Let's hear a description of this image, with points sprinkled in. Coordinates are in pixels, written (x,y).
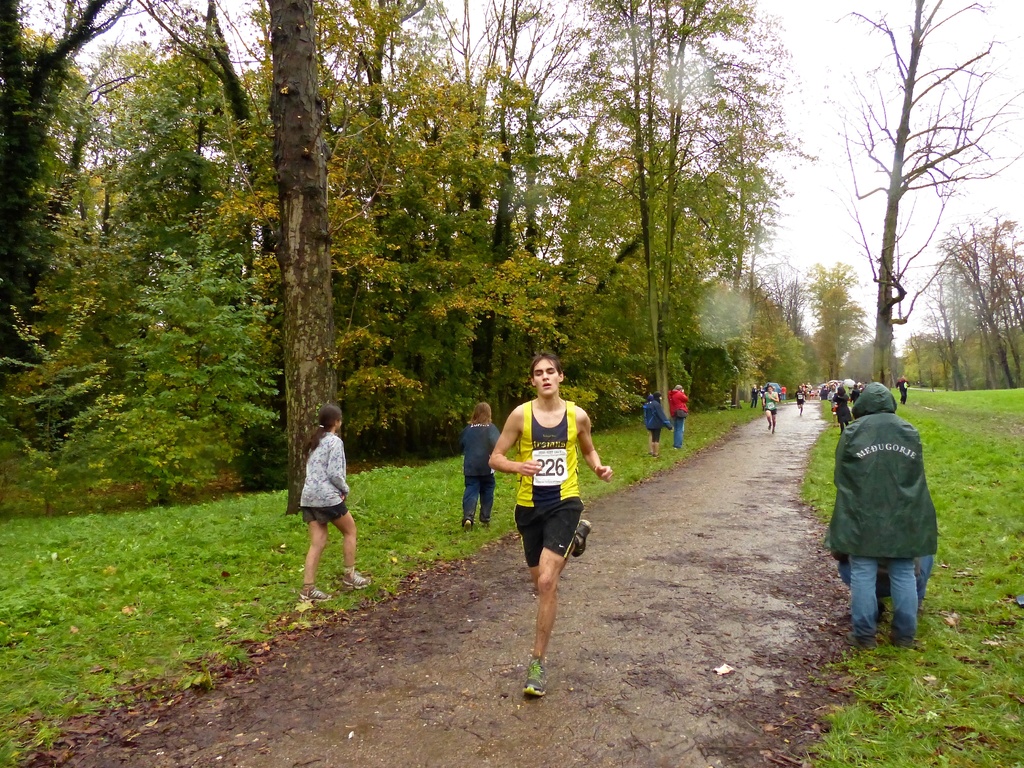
In this picture we can see people (554,605) running on the ground (673,632) in the middle (559,473) and we have people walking on either side of the path (508,753) surrounded by trees (136,248) and grass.
